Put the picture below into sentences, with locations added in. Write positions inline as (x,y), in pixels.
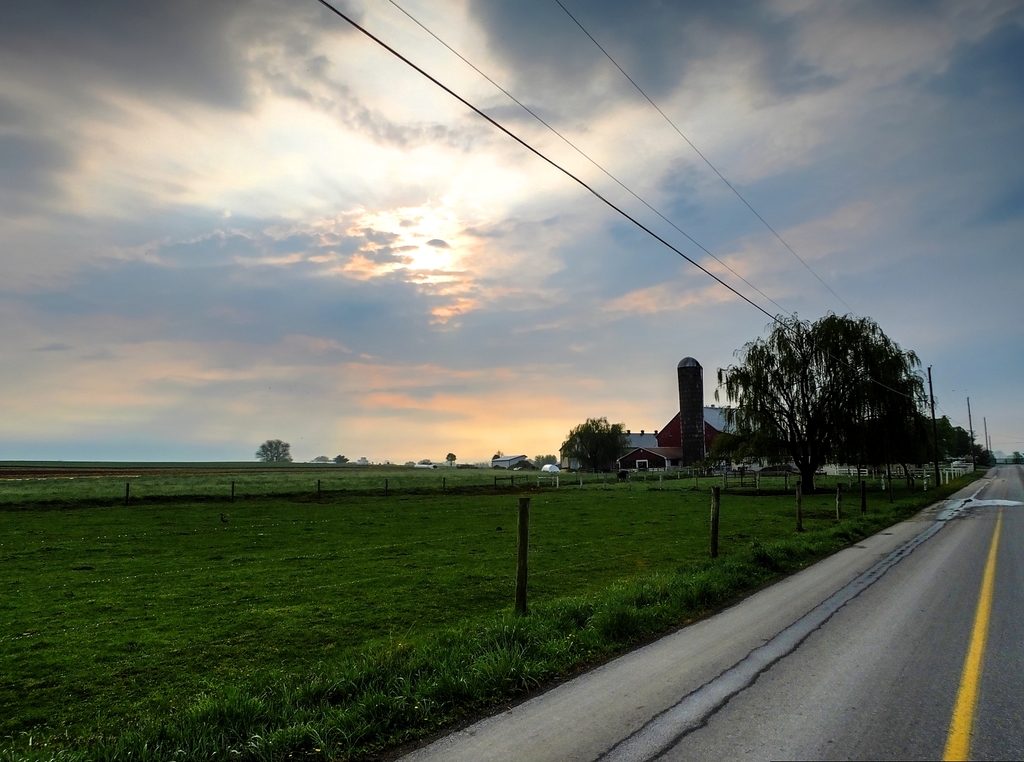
In this picture we can see road (981,609), and a yellow color line (992,570) on the road (876,625), beside to the road (732,643) we can find few shrubs (609,609), grass (462,647), poles (523,533), trees (744,422) and cables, in the background (719,422) we can see few houses (711,446).
